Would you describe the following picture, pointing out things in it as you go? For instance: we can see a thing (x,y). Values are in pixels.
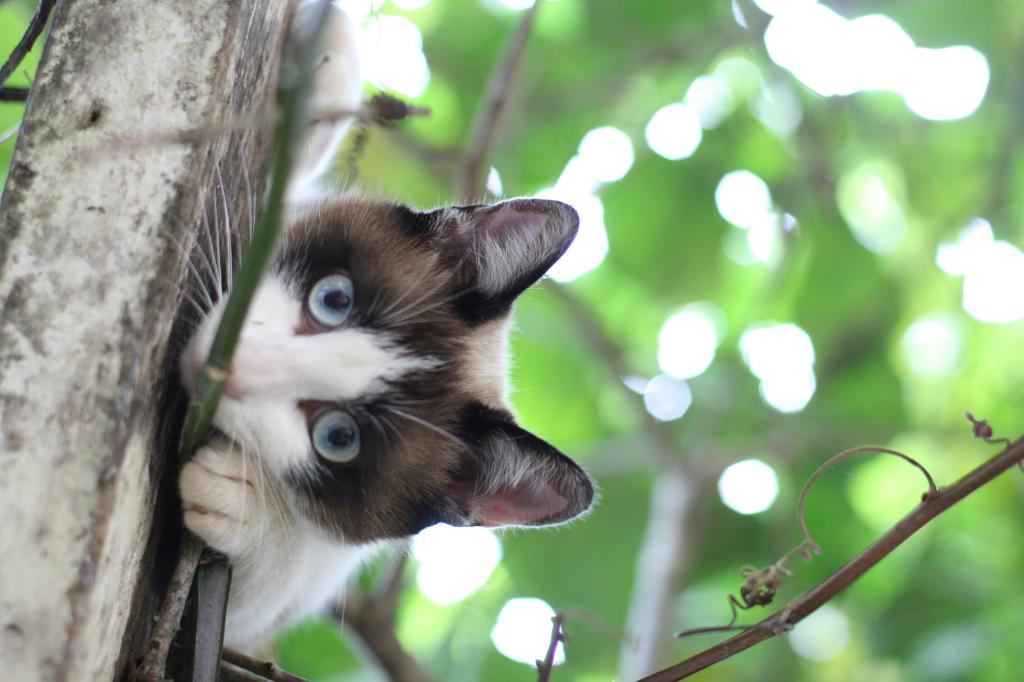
In this image we can see a cat (302,307) beside the wooden object (193,36). And we can see the green background (535,169).
